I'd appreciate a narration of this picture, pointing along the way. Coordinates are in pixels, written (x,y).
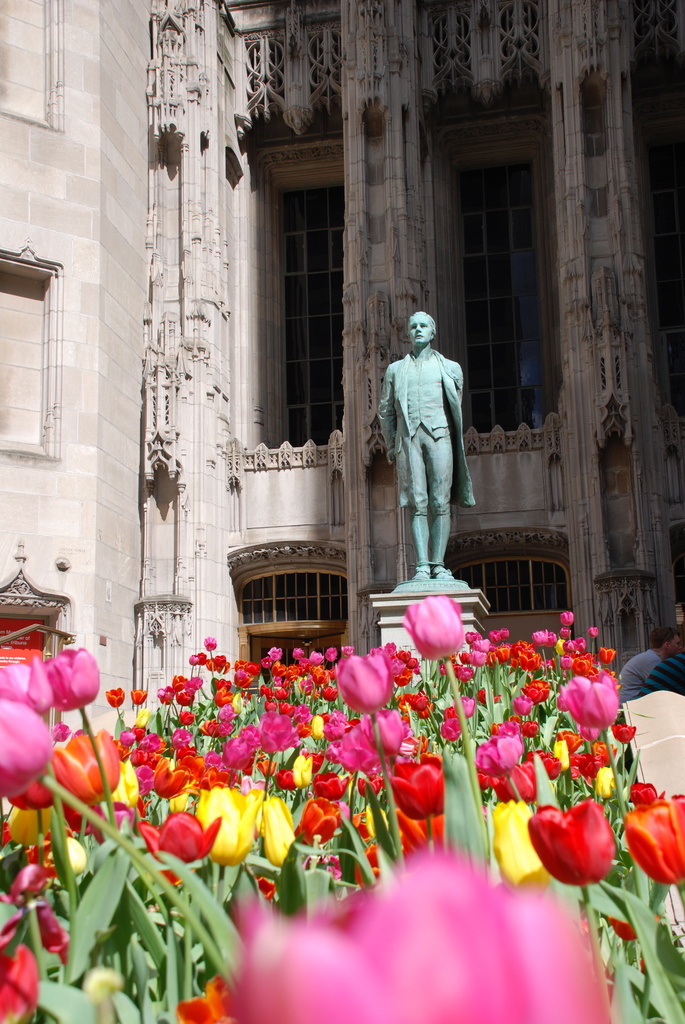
In the picture I can see a statue (452,496) of a man (415,465). I can also see flower plants (392,823), a building (278,588) and some other objects (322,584).
